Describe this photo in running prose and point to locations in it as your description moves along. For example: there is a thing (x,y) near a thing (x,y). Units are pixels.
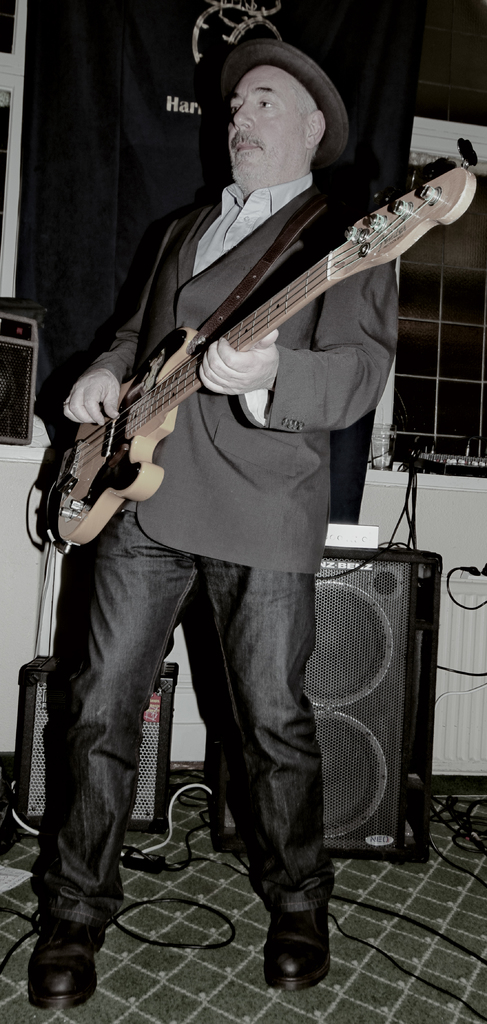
A man (383,272) is standing and playing the guitar (187,336).
